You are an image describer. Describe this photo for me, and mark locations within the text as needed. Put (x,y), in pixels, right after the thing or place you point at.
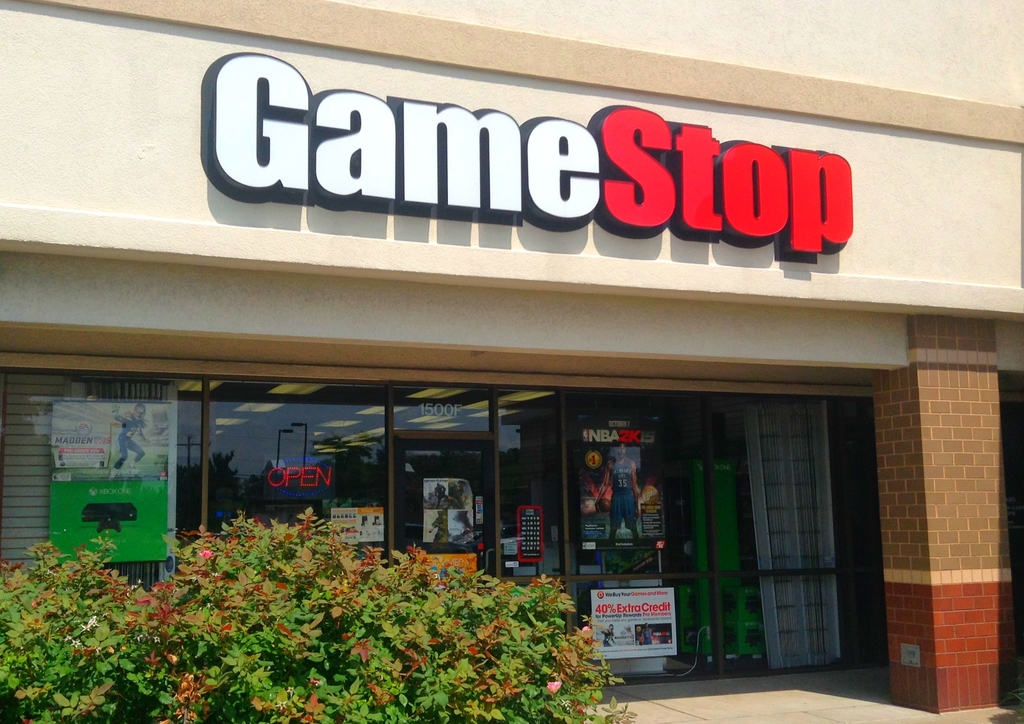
In the center of the image (645,355), we can see a building (481,426) and there are plants (352,653) and we can see a board (660,625) and some posters (632,627). At the bottom (778,703), there is floor (770,694).
